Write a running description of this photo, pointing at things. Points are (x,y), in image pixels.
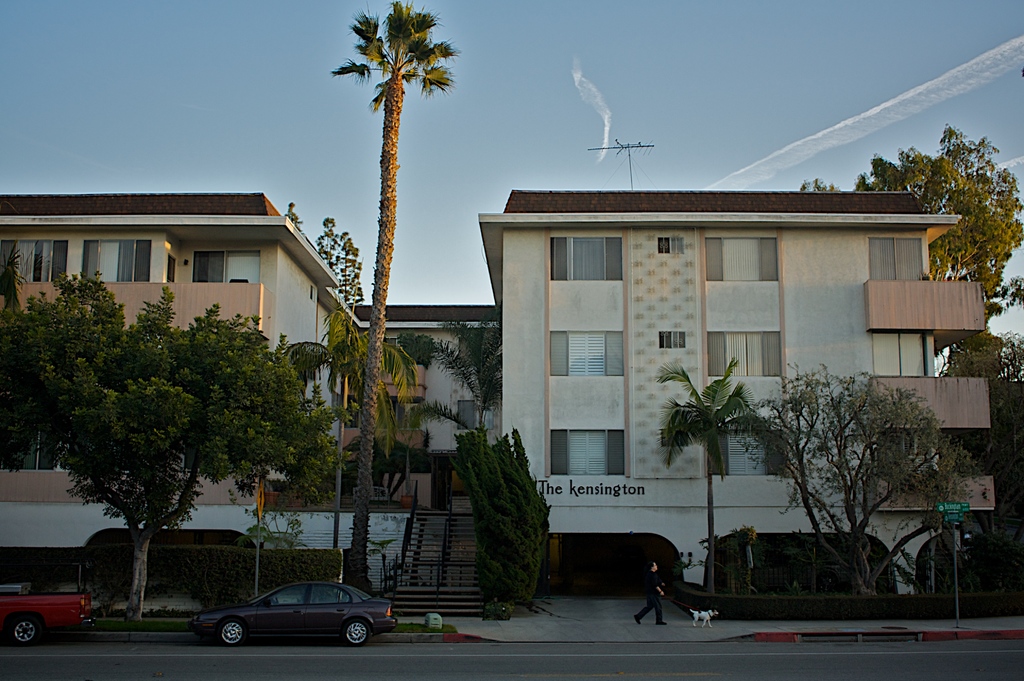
In this image I see the buildings (502,326) and I see number of trees (119,385) and I see the bushes (728,589) and I see the road (333,660) on which there are 2 cars (283,610) and I see a person (651,603) and a dog (706,623) over here and I see 2 words (583,491) written over here. In the background (347,126) I see the clear sky (550,64).
